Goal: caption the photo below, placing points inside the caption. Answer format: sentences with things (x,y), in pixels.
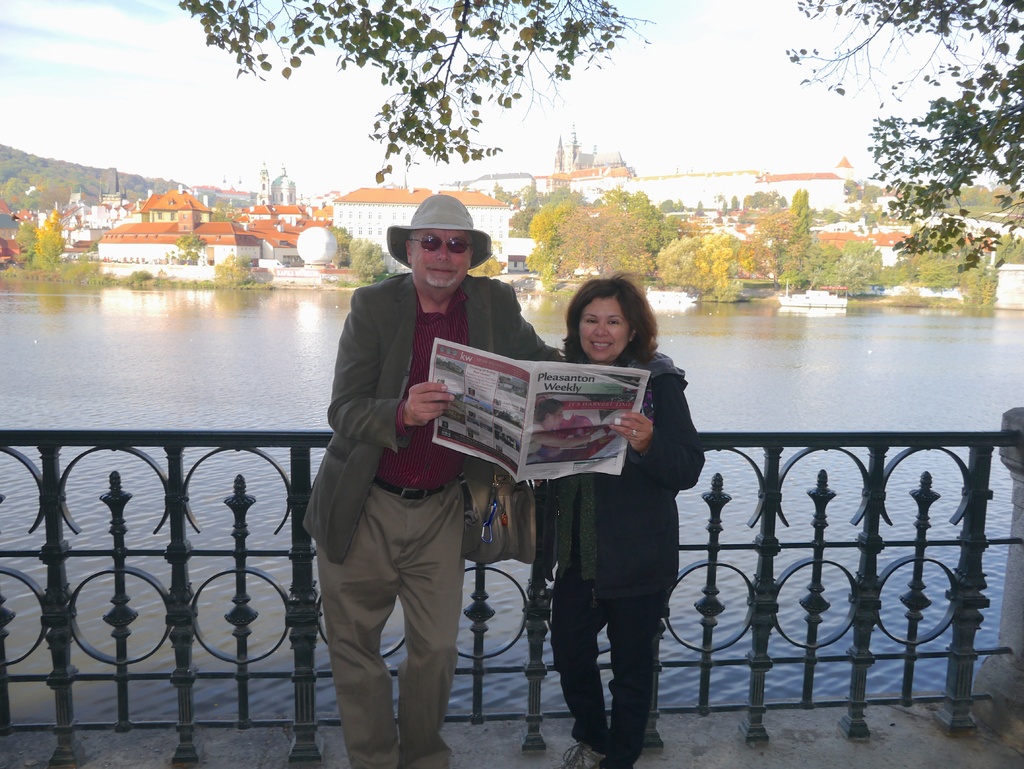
In this image I can see two persons (654,418), a newspaper (547,431), iron fencing (171,609), water (205,416), boats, buildings (585,166), trees (52,186), and in the background (471,135) there is sky (78,73).
